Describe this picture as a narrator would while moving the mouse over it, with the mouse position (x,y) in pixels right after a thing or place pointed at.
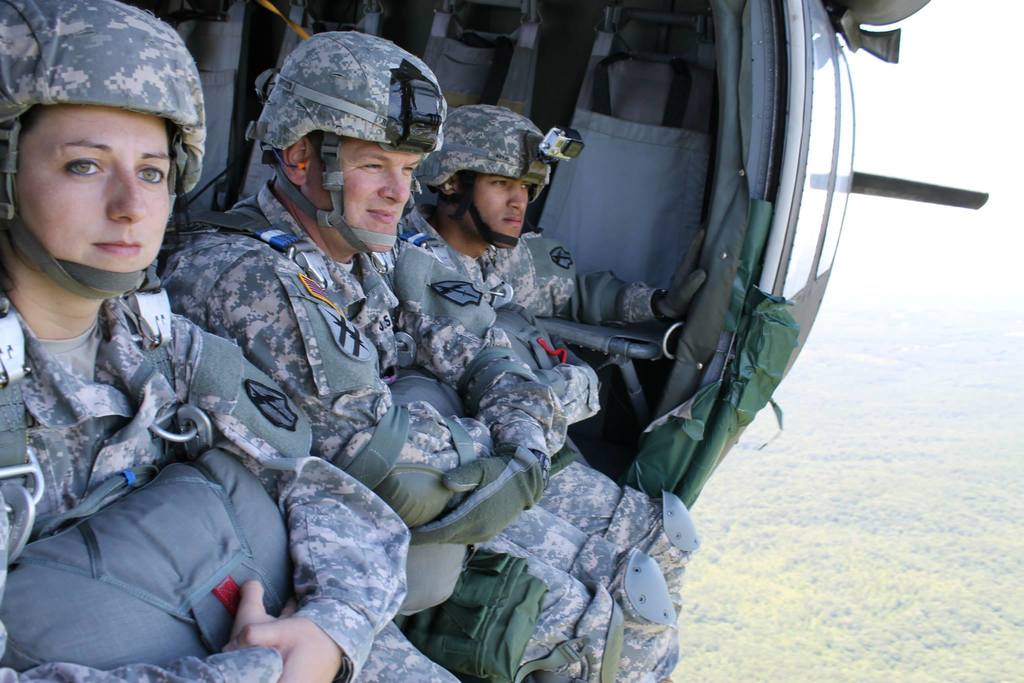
In this image in front (15,418) there are three people (366,285) sitting inside the helicopter (799,22). Behind them there are seats (590,75). In the background of the image (811,485) there are trees (834,441) and sky (908,97).
